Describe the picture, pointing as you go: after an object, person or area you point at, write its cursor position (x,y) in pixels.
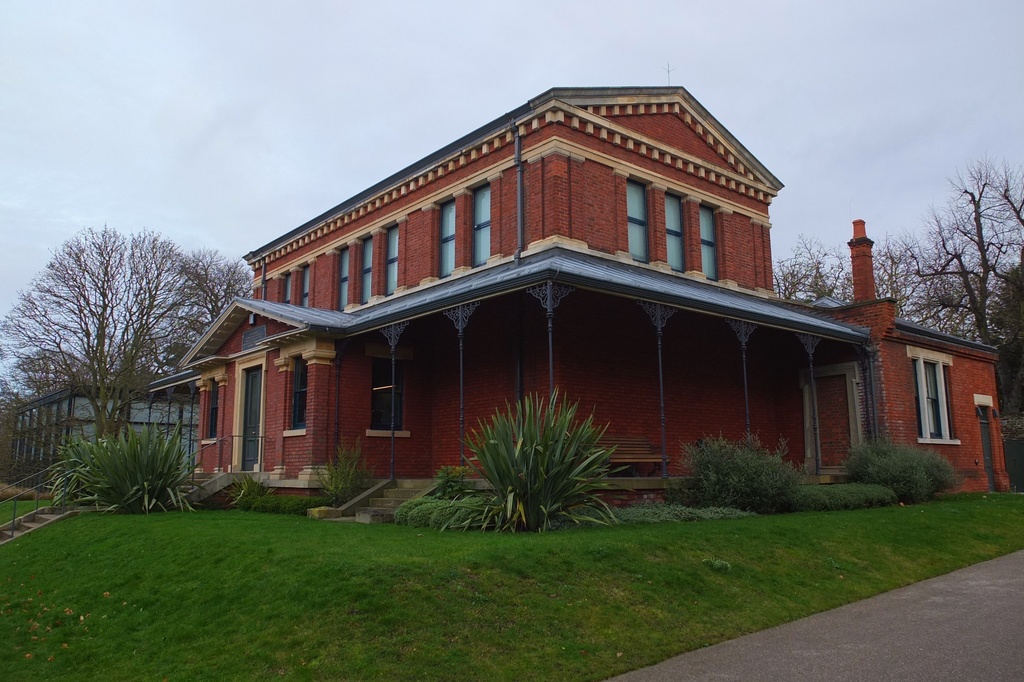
In the center of the image (381,349) there is a building (633,261). In the background (916,307) we can see trees (134,341). At the bottom (233,492) there are bushes (526,496) and grass (503,587). At the top (346,83) there is sky (539,72).
